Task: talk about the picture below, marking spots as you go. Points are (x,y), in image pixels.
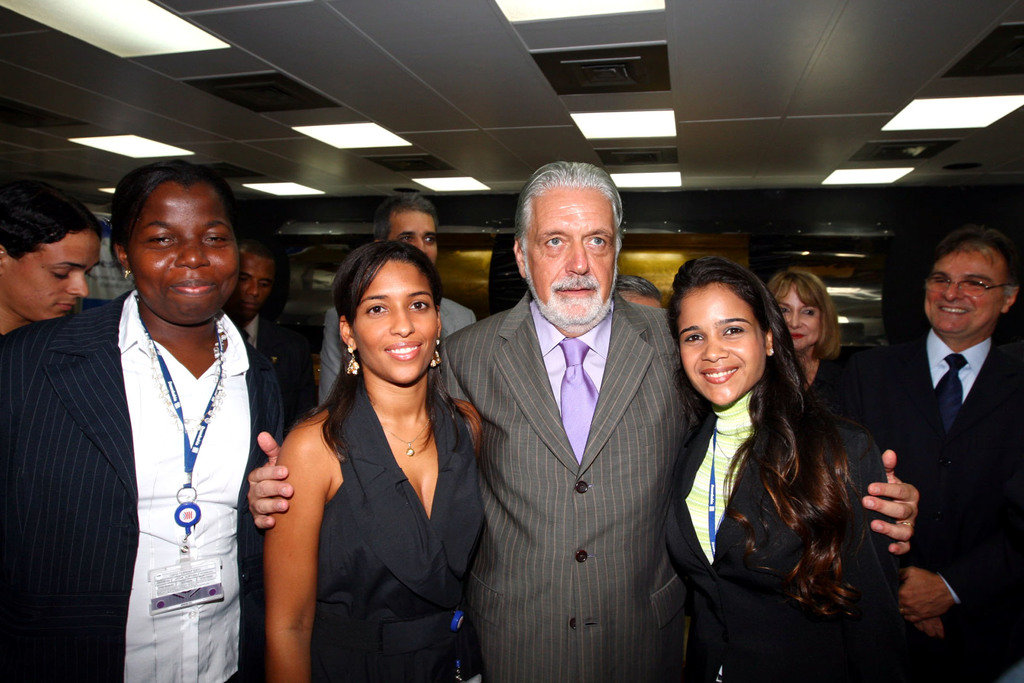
In front of the image there are four people (552,462) standing with a smile on their face (386,374), behind them there are a few other people (422,219), at the top of the ceiling (485,95) there are lamps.
